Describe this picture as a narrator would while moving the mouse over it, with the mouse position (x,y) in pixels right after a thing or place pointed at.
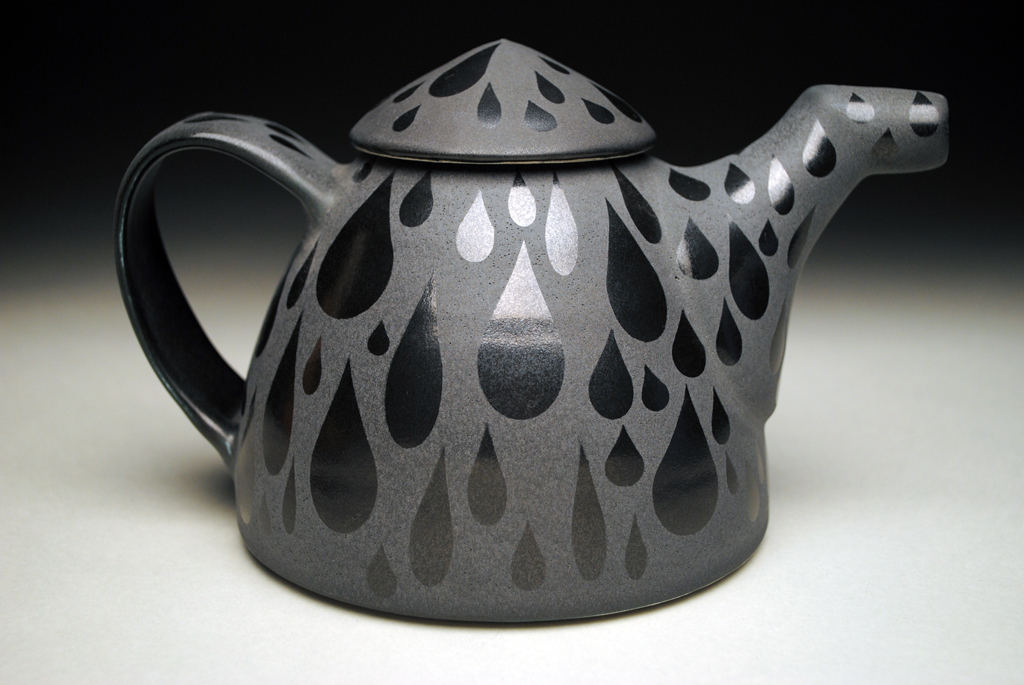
In this image there is a kettle (479,423) on the floor (969,524). There is some design (701,500) painted on the kettle (505,310).
